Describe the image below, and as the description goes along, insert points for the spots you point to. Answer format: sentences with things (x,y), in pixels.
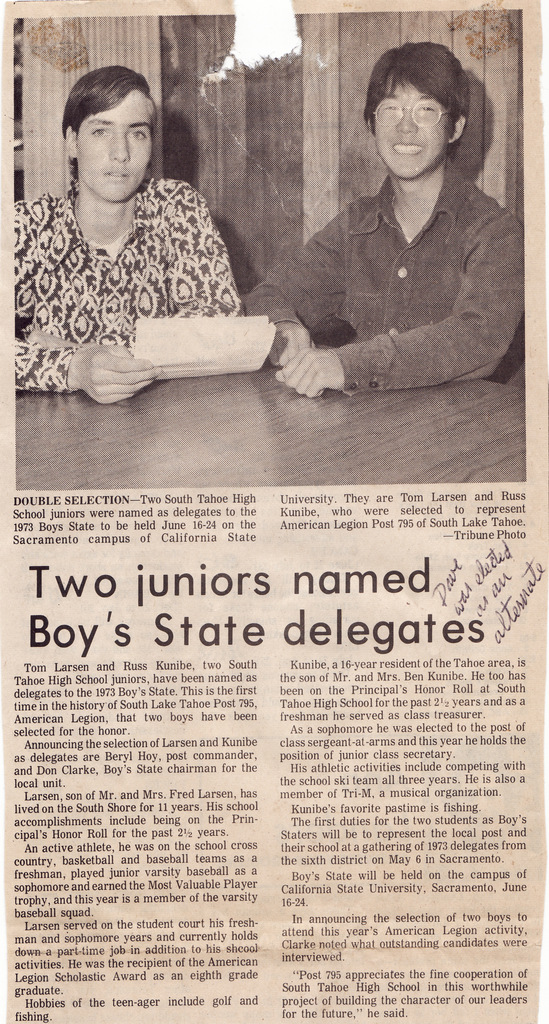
This is a paper (272,754). At the top of the image (324,110) we can see the wall (93,63), table (186,395) and two people (511,235) are sitting and one is smiling and a person (102,337) is holding a paper (208,340). At the bottom of the image (282,844) we can see the text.
